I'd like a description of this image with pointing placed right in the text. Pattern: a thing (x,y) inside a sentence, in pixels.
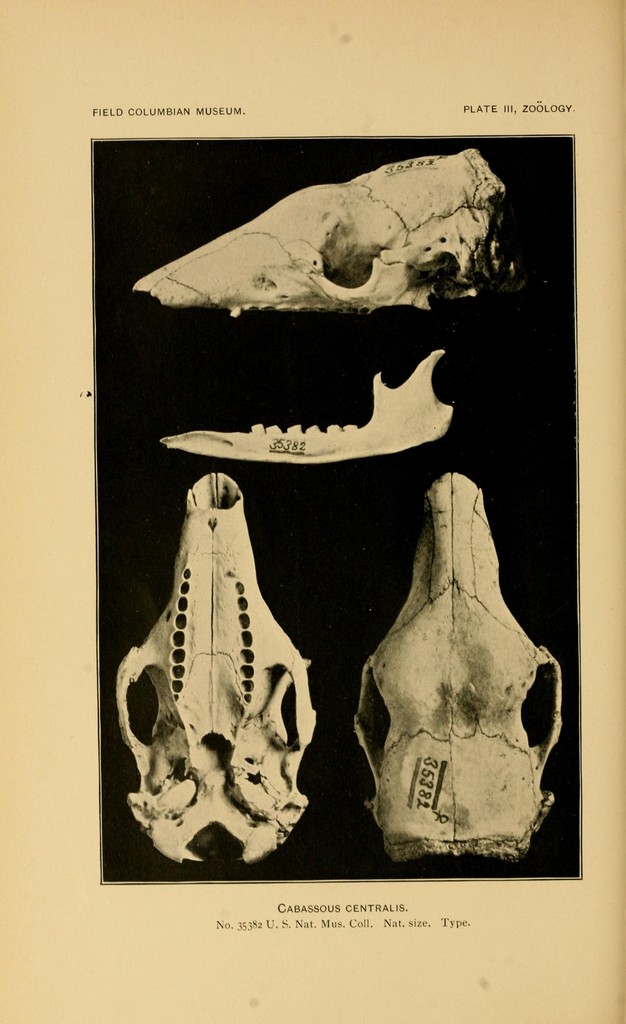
This is a poster (392,545) in this image there are different types of bones (433,742), and at the bottom (423,924) and top of the image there is some text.
